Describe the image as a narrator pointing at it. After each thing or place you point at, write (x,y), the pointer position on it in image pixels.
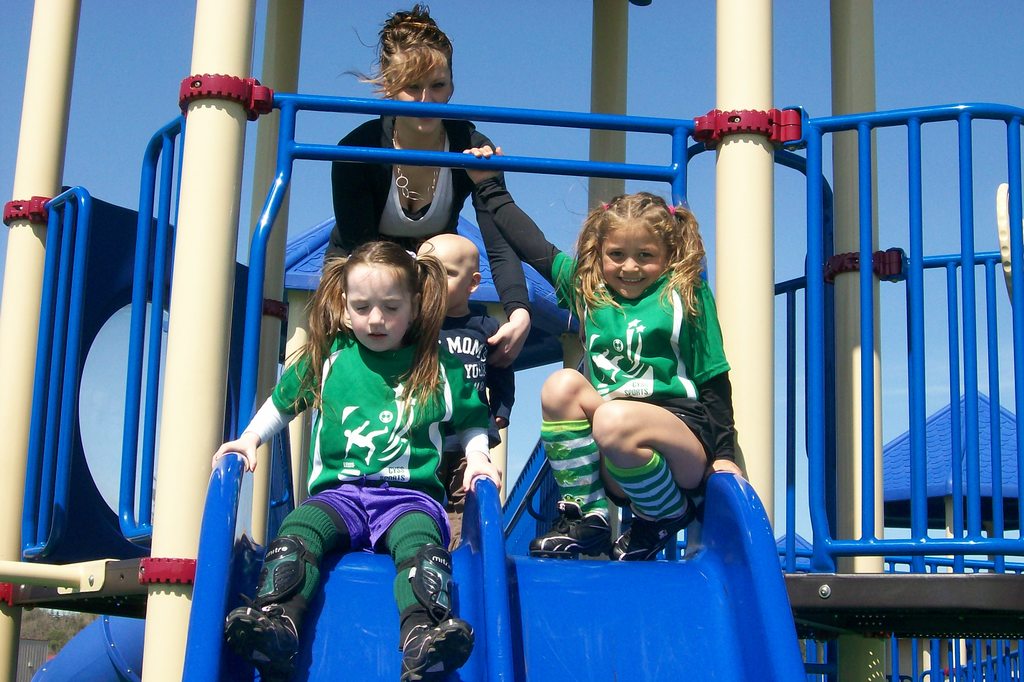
In this image we can see a few people (478,436) on the sliders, there are some poles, grille (255,396) and tents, in the background (257,51) we can see the sky (886,366).
